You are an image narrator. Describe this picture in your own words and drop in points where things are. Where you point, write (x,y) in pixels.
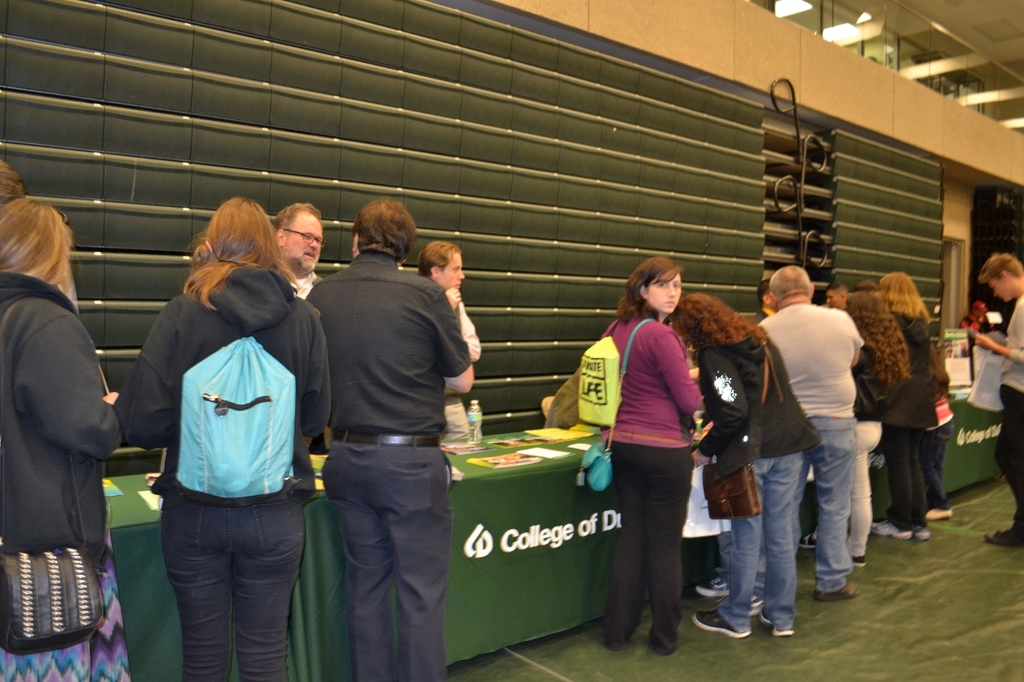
This picture shows an inner view of a building (920,82). We see few people (858,432) standing few of them wore hand bags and we see a woman (283,346) wore a backpack (196,384) on her back (221,378) and we see papers (476,462), water bottle (474,407) and clothes (496,500) on the tables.
